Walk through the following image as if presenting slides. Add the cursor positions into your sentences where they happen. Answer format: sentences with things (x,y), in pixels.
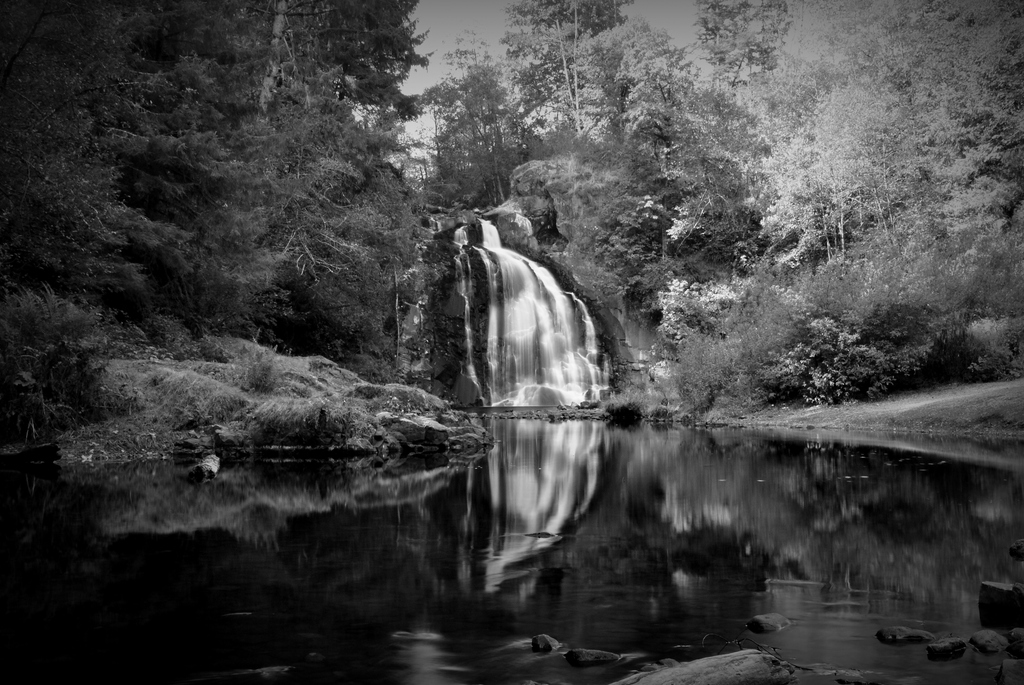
This is a black and white image where we can see there is a waterfall (508,281), beside that there are so many trees (908,247), in front of that there is water (538,517).
